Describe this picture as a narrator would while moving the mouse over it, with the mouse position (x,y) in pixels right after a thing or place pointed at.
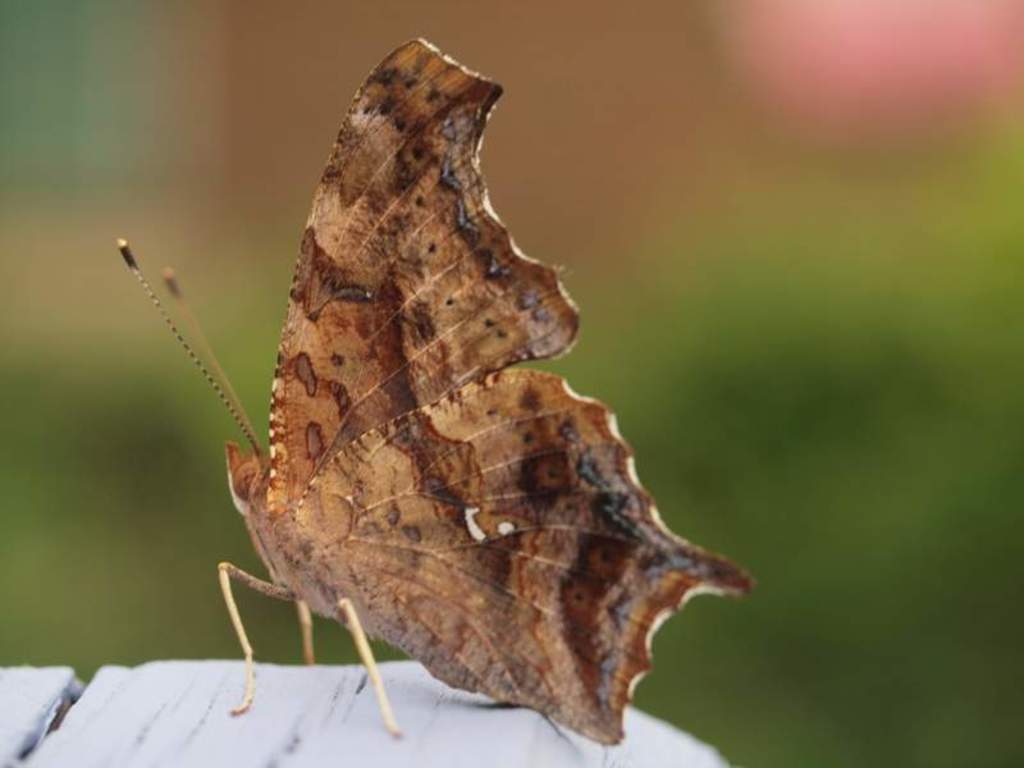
This is a zoomed in picture which seems to be clicked outside. In the foreground (364,574) there is a butterfly (382,497) standing on a white color object (382,728). The background of the image (822,322) is blurry and there are some objects (630,435) in the background (94,442).
